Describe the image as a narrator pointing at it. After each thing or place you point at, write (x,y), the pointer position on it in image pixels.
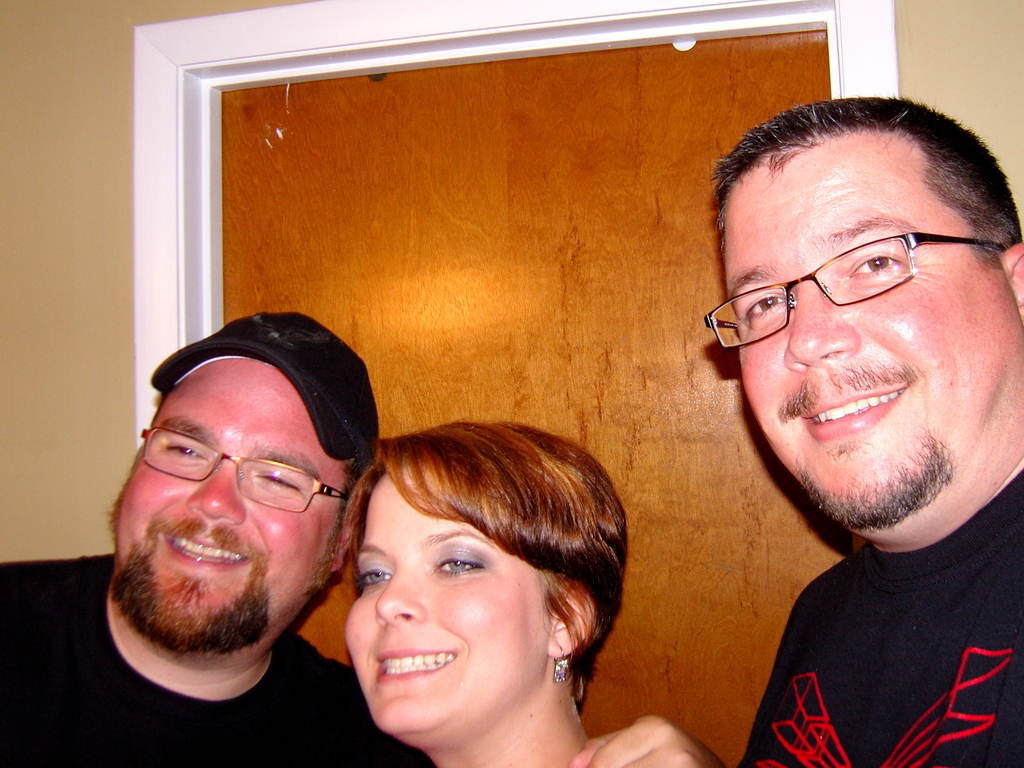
In this picture we can see two men (286,387) and a woman (530,580), they are smiling, and few people (865,304) wore spectacles (864,269).
